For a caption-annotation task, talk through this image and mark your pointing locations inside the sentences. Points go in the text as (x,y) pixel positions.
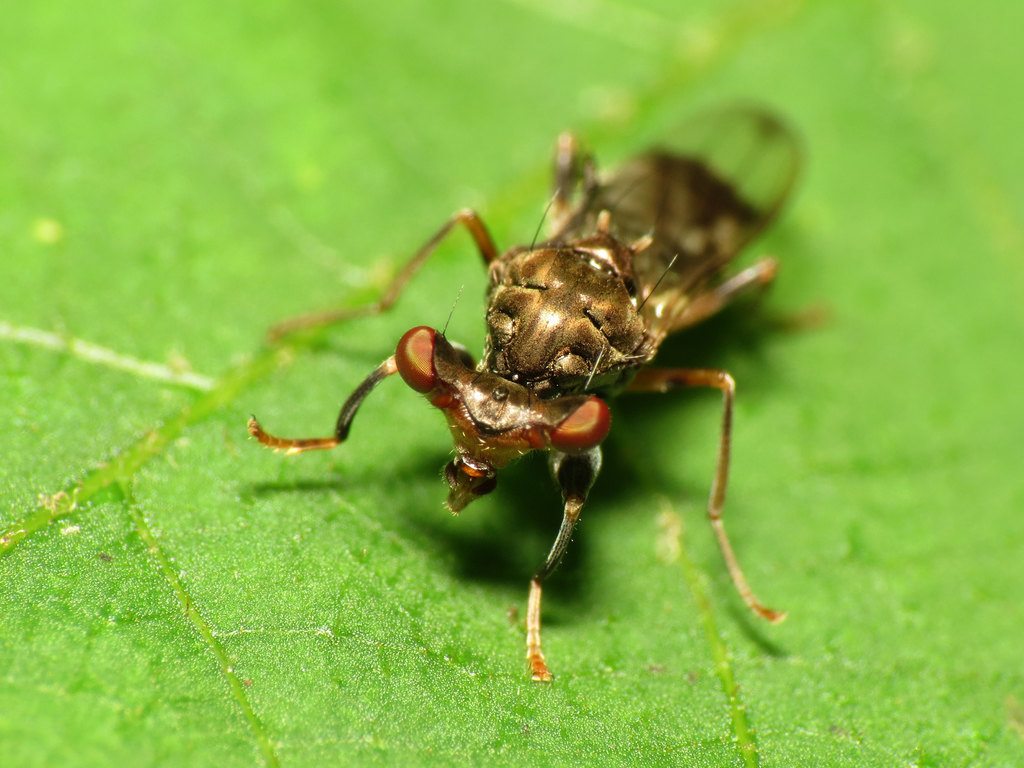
In this image we can see one insect (629,166), there is the green background (217,8) and the background (862,65) is blurred.
